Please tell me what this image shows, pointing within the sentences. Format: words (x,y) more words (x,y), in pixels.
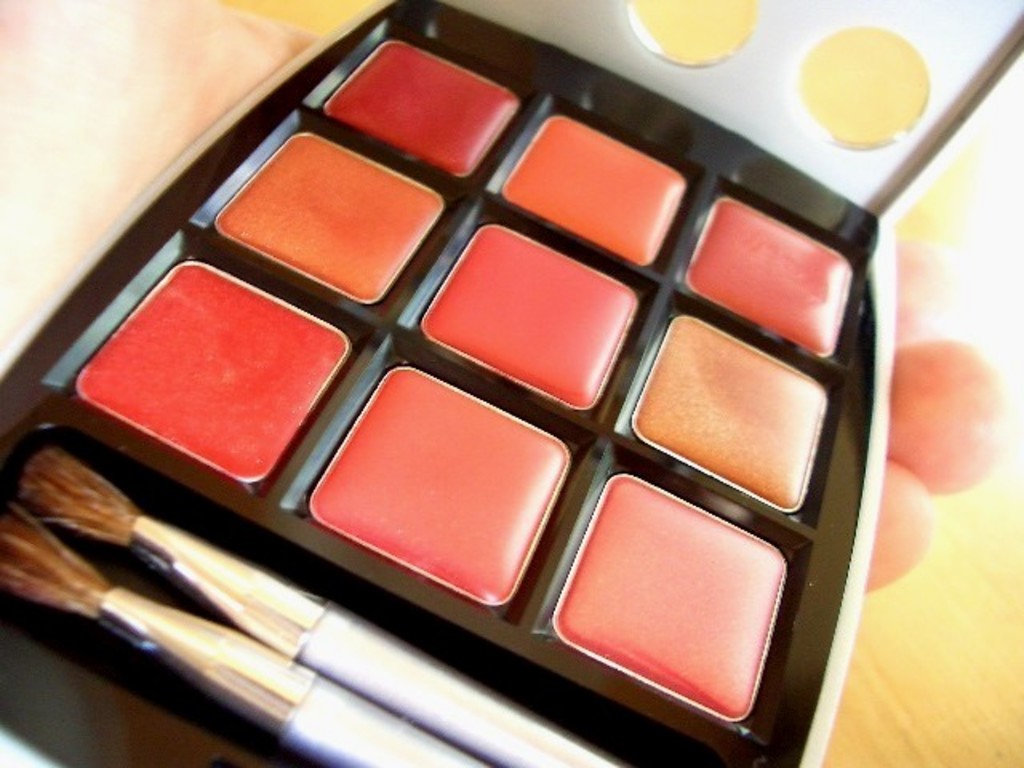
Here we can see a makeup box (275,404) and two brushes (139,625) in it in a person hand (70,100) and this is floor (941,686).
